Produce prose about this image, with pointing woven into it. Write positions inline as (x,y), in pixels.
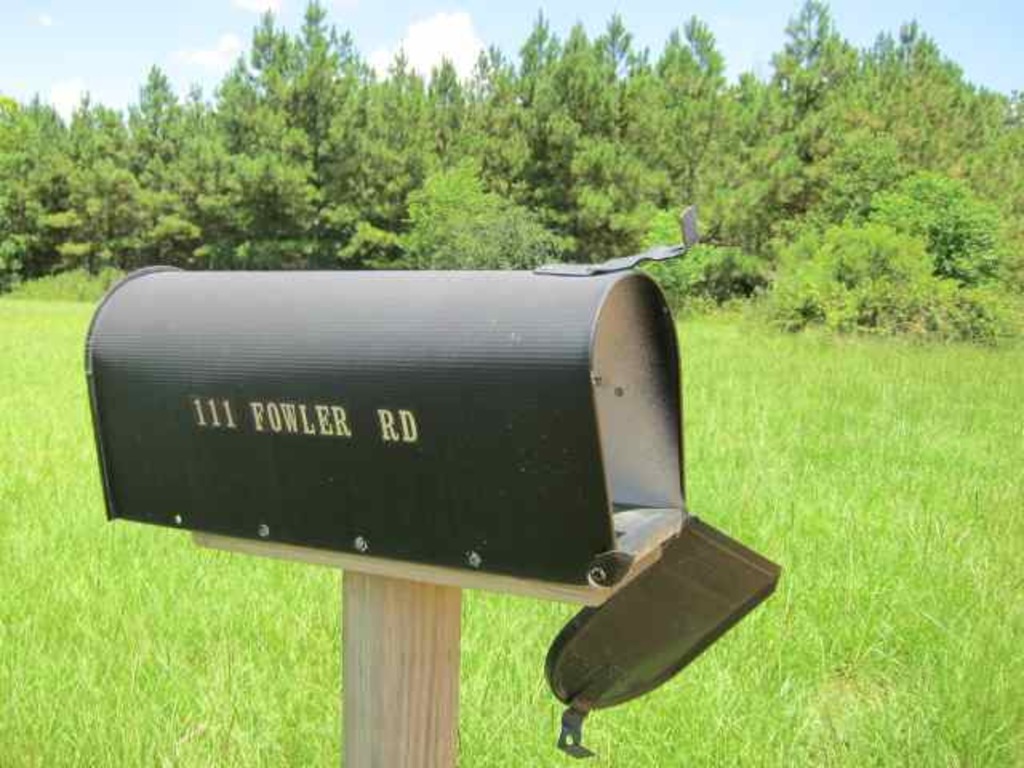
In the center of the image (620,269) we can see one post box (405,457) with some text (393,434) on it. In the background (443,12), we can see the sky (255,20), clouds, trees (597,155) and grass (43,568).
